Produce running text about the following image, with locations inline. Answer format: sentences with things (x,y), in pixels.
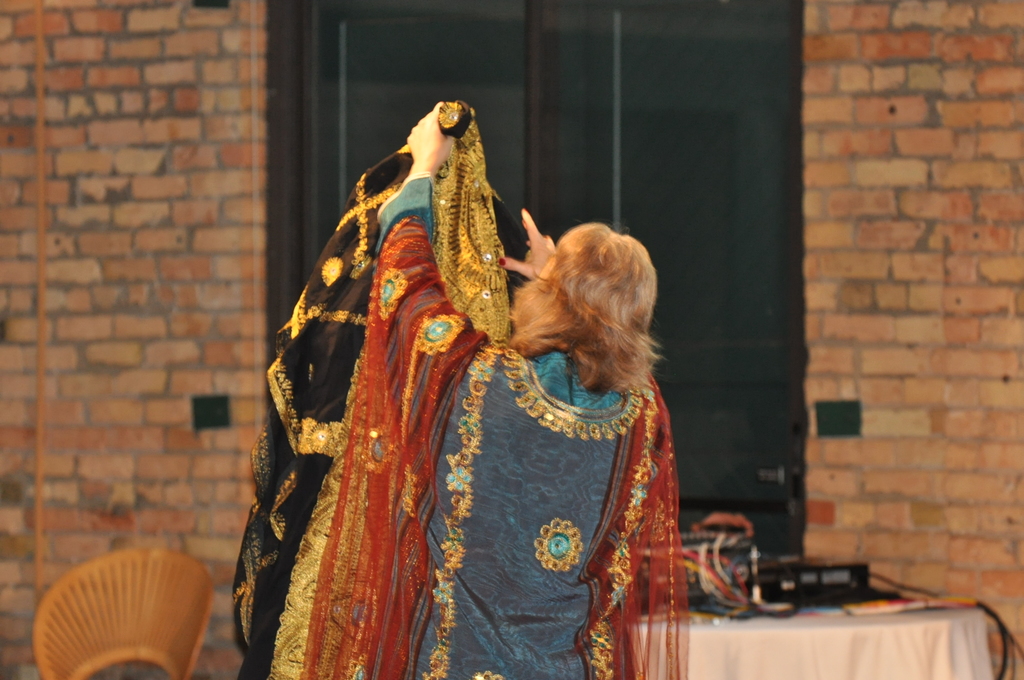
Here we can see a person (446,474) holding a cloth (449,195). This is a table (878,630). On the table (889,650) there is a cloth (927,650), cables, and a device (805,581). In the background (184,473) we can see a wall (873,301).
